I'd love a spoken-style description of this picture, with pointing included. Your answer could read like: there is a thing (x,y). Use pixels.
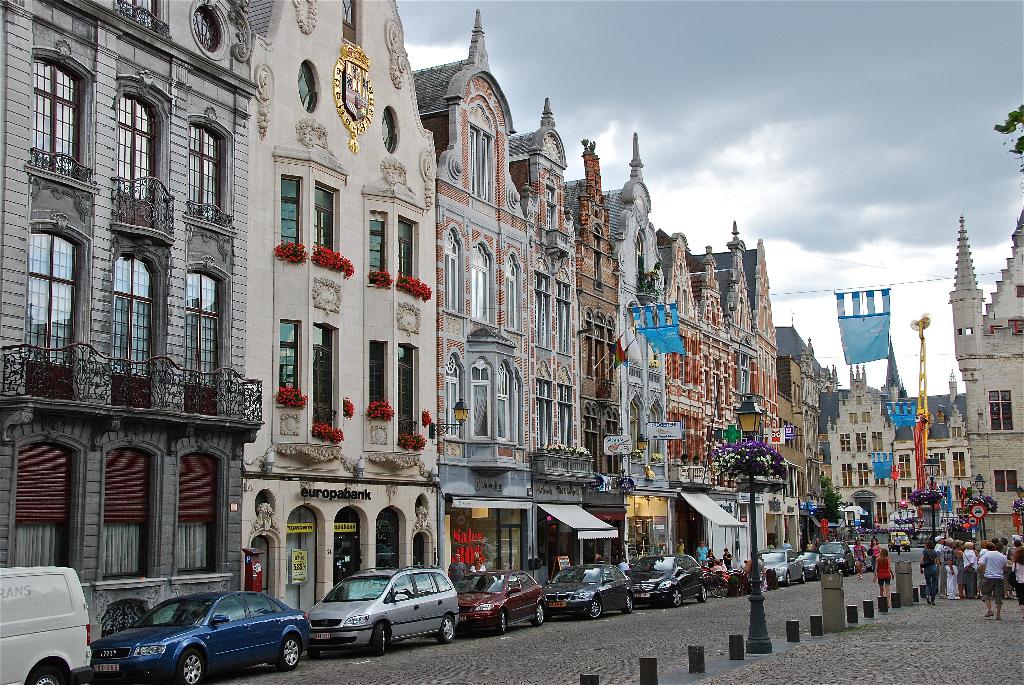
This is the picture of a city (560,437). In this image there are vehicles (621,593) on the road (727,656) and there are group of people (967,567) walking on the road (837,639). At the back (607,426) there are buildings (222,535) and flags (854,334). In the foreground (817,637) there are poles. At the top (886,207) there is sky (848,135) and there are clouds (881,173). At the bottom (618,620) there is a road (600,626).
